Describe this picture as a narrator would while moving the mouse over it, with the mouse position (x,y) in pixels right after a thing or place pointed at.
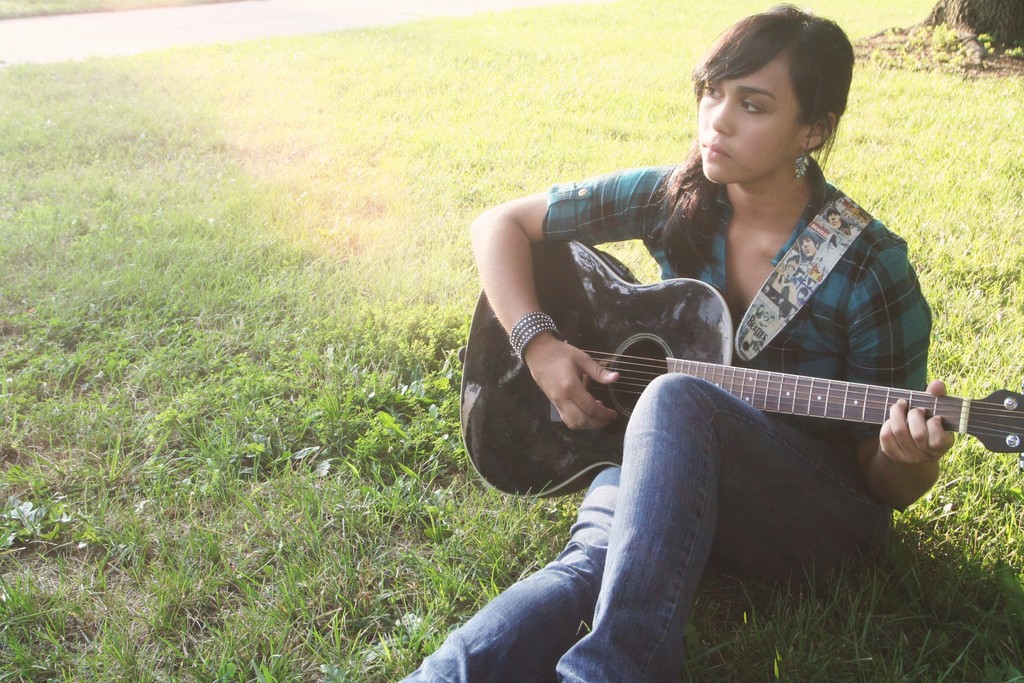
In the given image we can see a women (746,251) who is holding a guitar (679,349) in her hand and is wearing a green color shirt (844,327) and blue color pant (687,491). We can even see a grass (249,151) and a tree trunk (951,7).
